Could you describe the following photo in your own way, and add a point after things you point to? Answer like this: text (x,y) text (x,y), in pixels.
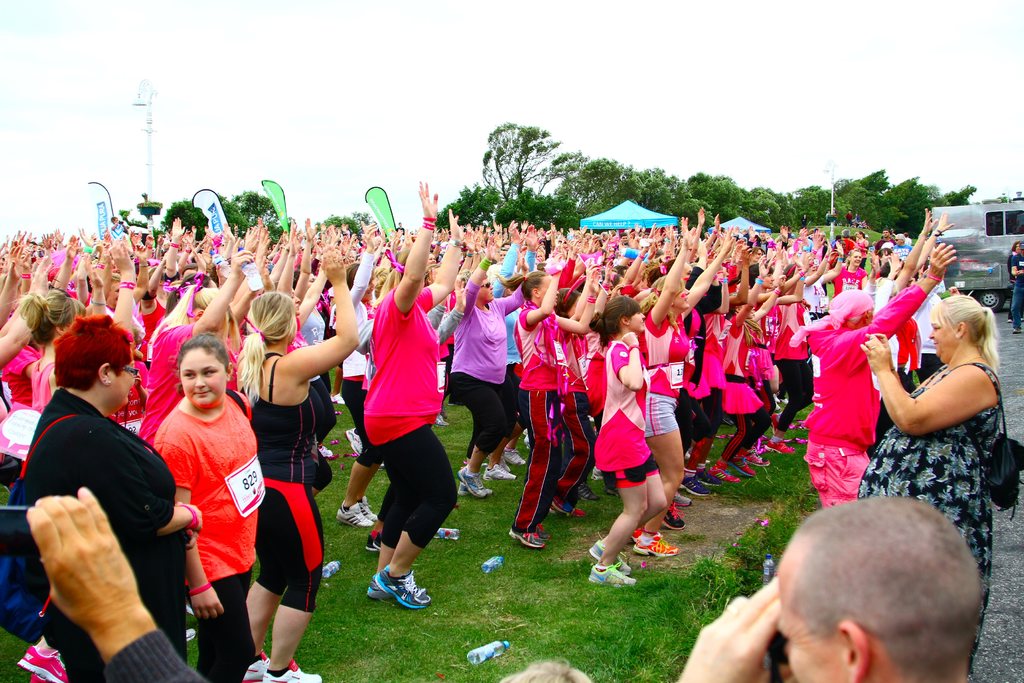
In the image we can see there are lot of people (446,333) standing on the ground (493,603) and the ground (339,651) is covered with grass (469,632) and there are water bottles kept on the ground (359,574). There are few people (891,463) standing and holding camera (777,665) in their hand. Behind there are lot of trees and there is a vehicle (977,246) parked on the road (1000,323).
